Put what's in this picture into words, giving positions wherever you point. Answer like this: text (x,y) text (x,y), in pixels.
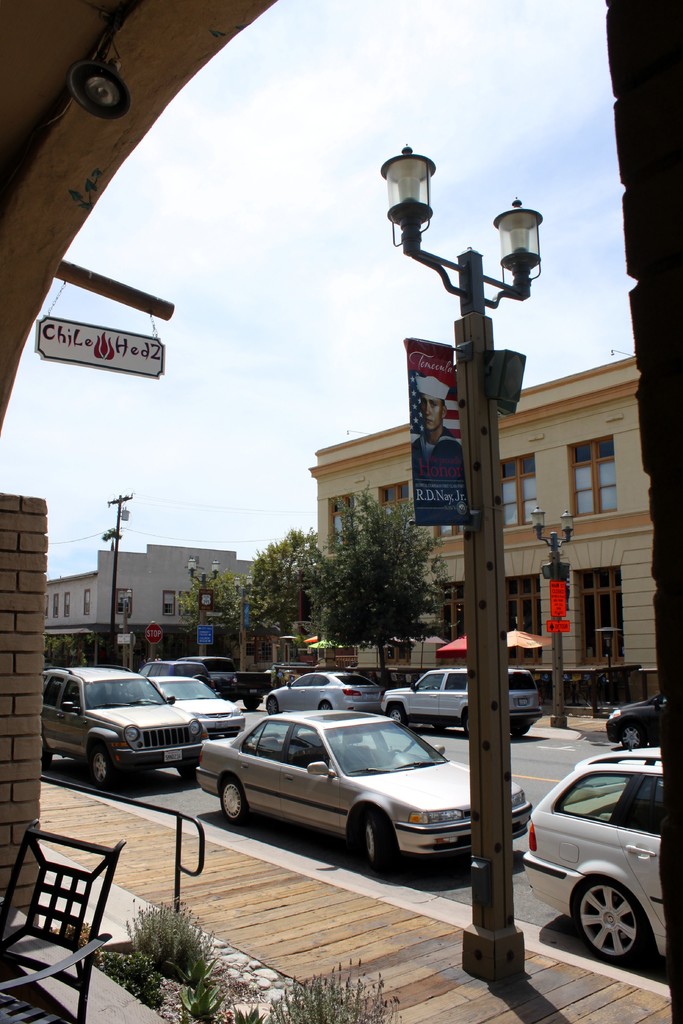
In this picture we can see cars (351,705) on the road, chair (80,879), plants (342,1017), footpath (495,1016), poles (468,952), sign boards (215,614), name board (42,347), poster (415,441), streetlamps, trees (226,614), buildings (163,584) with windows (122,596) and in the background (235,264) we can see the sky (374,159).
